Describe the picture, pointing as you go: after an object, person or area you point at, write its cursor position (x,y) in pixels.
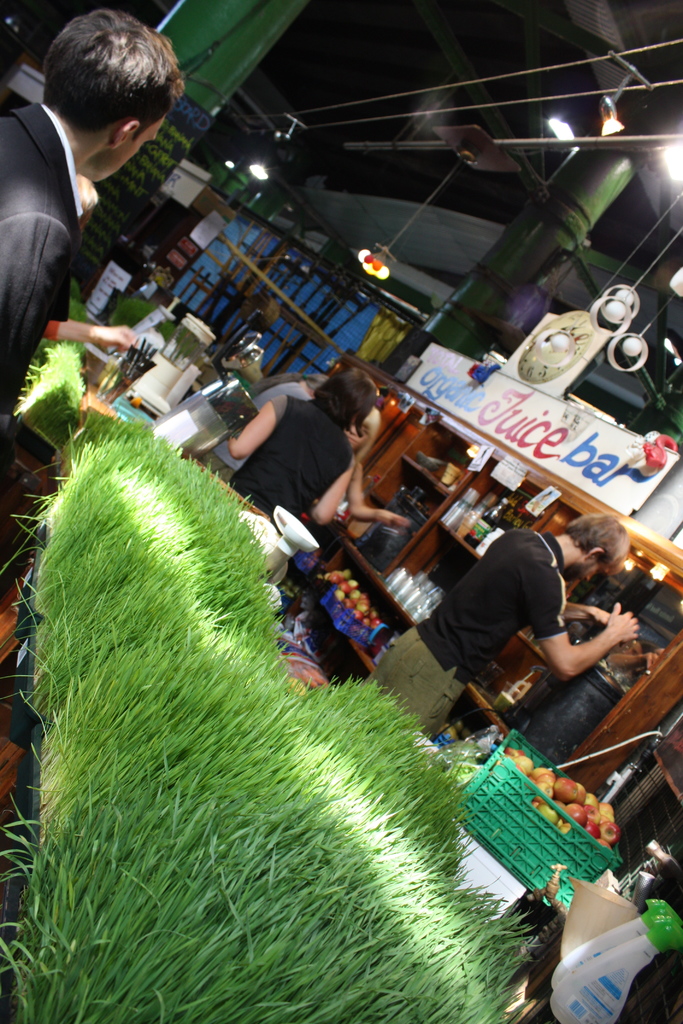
At the bottom of the picture (164,838), we see the grass (199,695). On the right side (464,866), we see a table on which a green color basket (536,840) containing apples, glasses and bottles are placed. We see a mug (567,929) and the white color bottles (578,986). In the middle (301,432), we see four people (606,644) are standing. Beside that, we see a table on which some objects (233,434) are placed. Beside them, we see a rack (405,555) in which glasses (427,581), glass bottles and the baskets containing the fruits (339,592) are placed. In the background (272,291), we see the wooden sticks (238,268), pillars (497,294) and a wall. On the right side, we see a white color board (453,374) with some text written on it. At the top (381,200), we see the ceiling (417,208) and the lights (619,61).
